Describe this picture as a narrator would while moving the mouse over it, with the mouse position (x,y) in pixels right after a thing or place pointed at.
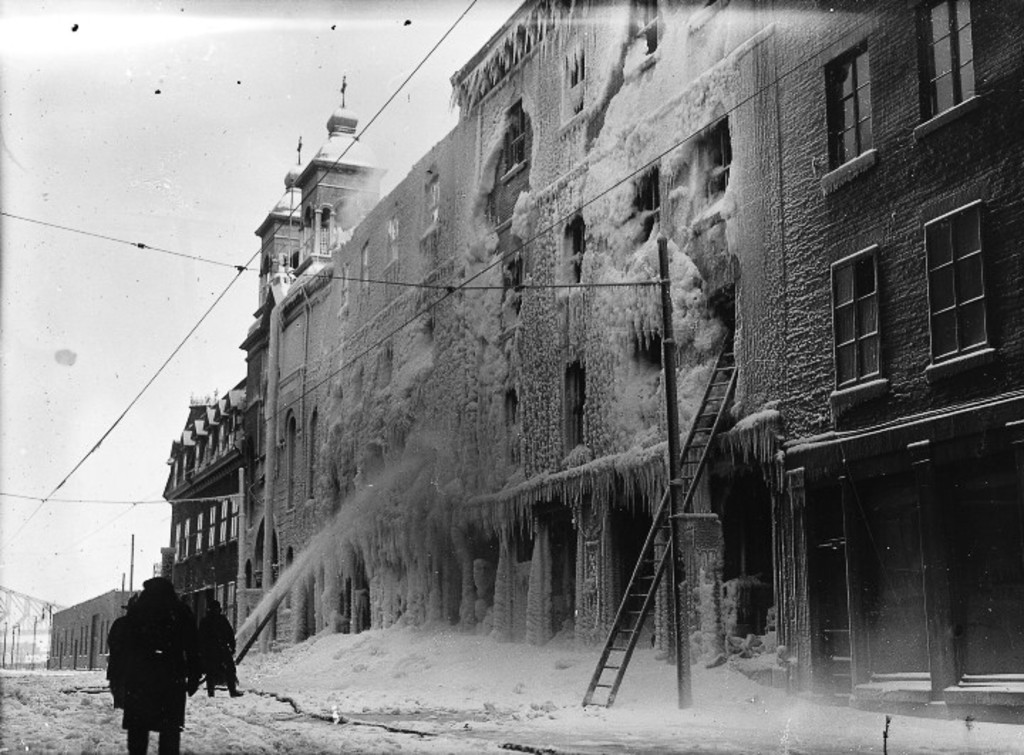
In this picture we can observe some people (172,642) standing here. There are buildings (327,480). We can observe some snow (610,276) on this building (428,341). There is a pole (663,272) and a ladder (705,438). In the background (89,340) there is a sky (142,254).
